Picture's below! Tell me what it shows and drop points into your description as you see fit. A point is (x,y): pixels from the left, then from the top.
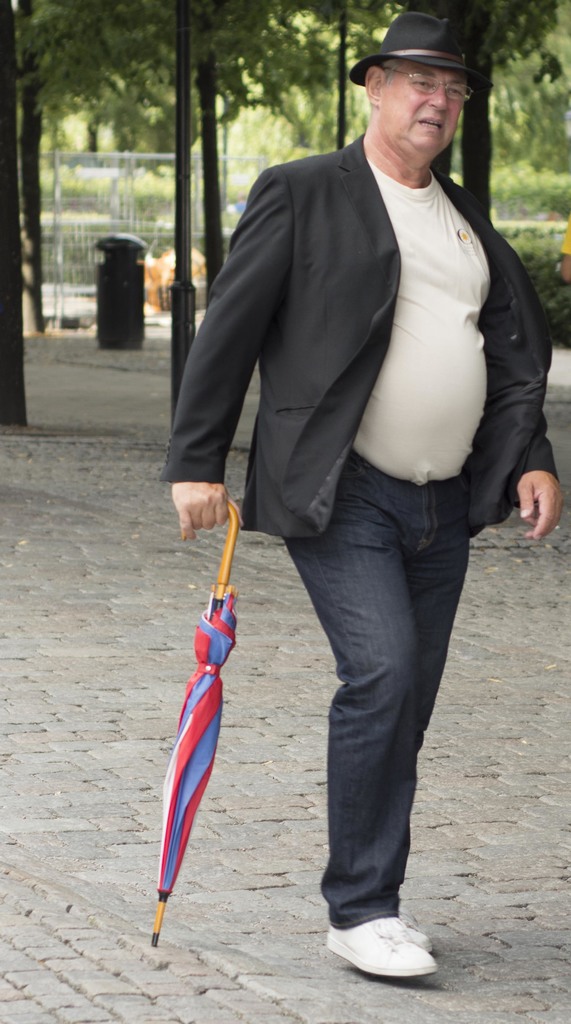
In this image in the front (325,468) there is a man (344,471) walking, holding an umbrella (223,639) in his hand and wearing a black hat (418,50). In the background (137,132) there are trees (164,114) and there is a fence (89,208) which is white in colour and there is a bin (103,271) which is black in colour and there are plants (536,185).
